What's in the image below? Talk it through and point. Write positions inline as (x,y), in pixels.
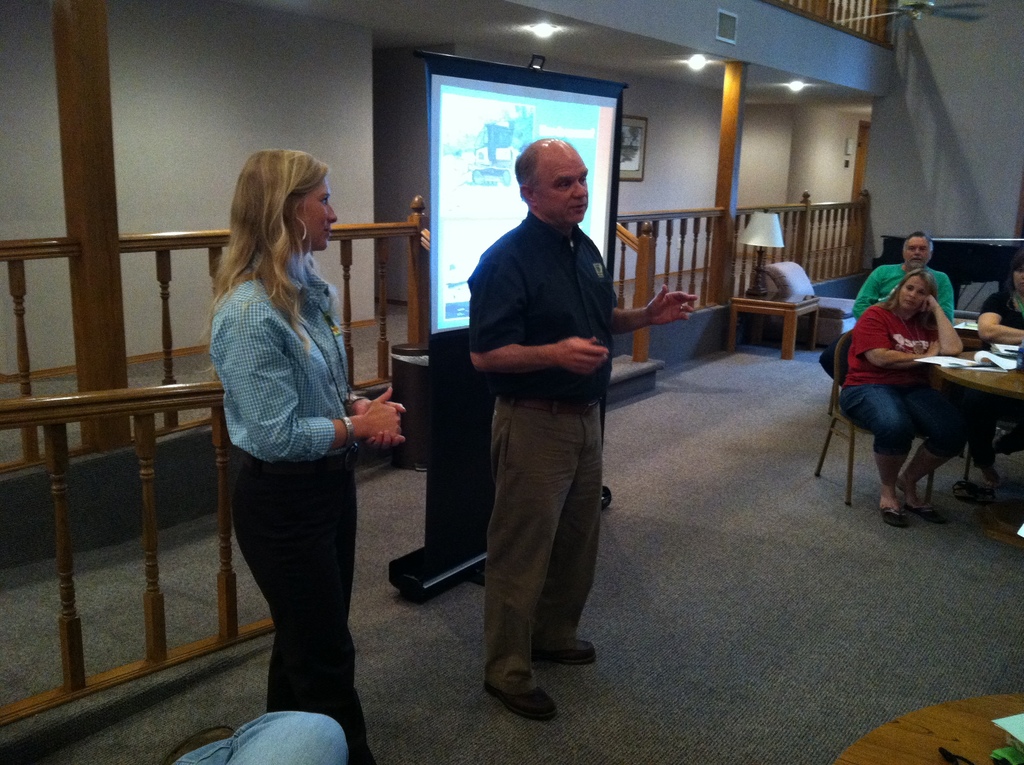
In the foreground of this image (532,487), there is a man (501,518) and a woman (305,428) standing on the floor (633,668). On the bottom (290,726), there is a person's leg (304,741) and a table (936,751). In the background (500,154), there is a screen (511,173), railing (418,232), few persons (905,257) sitting on the chairs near a table (984,390), wall (940,108), lights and a fan (964,16).
